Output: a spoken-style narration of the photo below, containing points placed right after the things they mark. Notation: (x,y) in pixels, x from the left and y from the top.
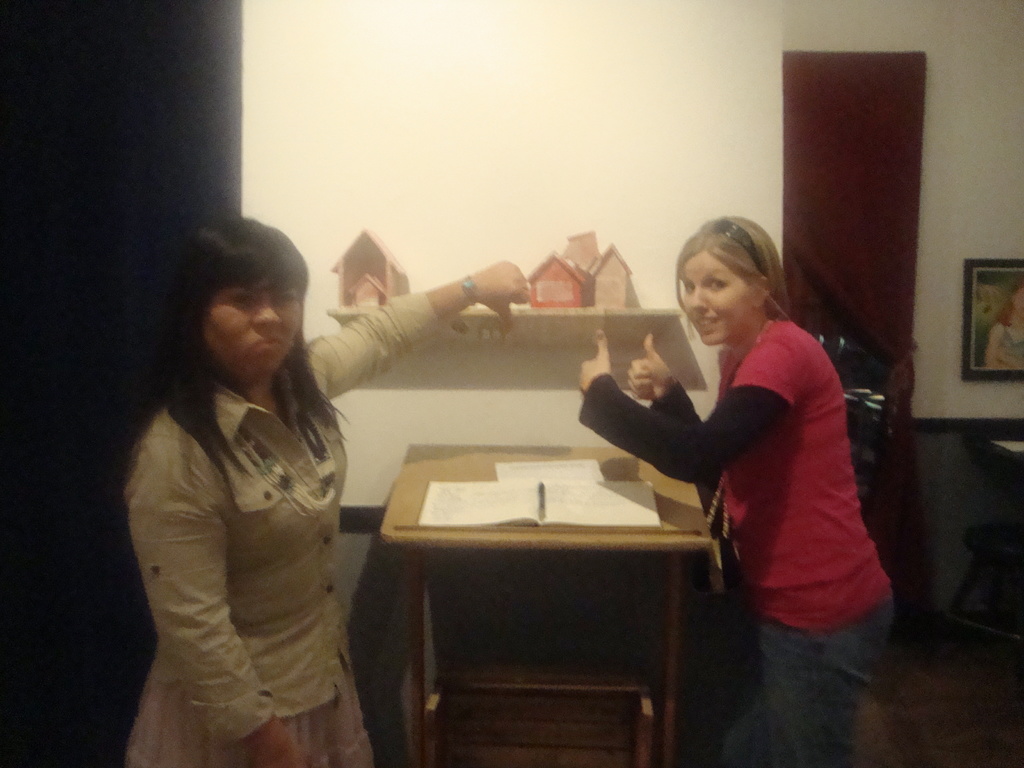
2 people (240,435) are standing left and right to the table (615,534). on the table (549,536) there are books (551,495). behind them on the right corner (993,319) there is a photo frame (984,350).
